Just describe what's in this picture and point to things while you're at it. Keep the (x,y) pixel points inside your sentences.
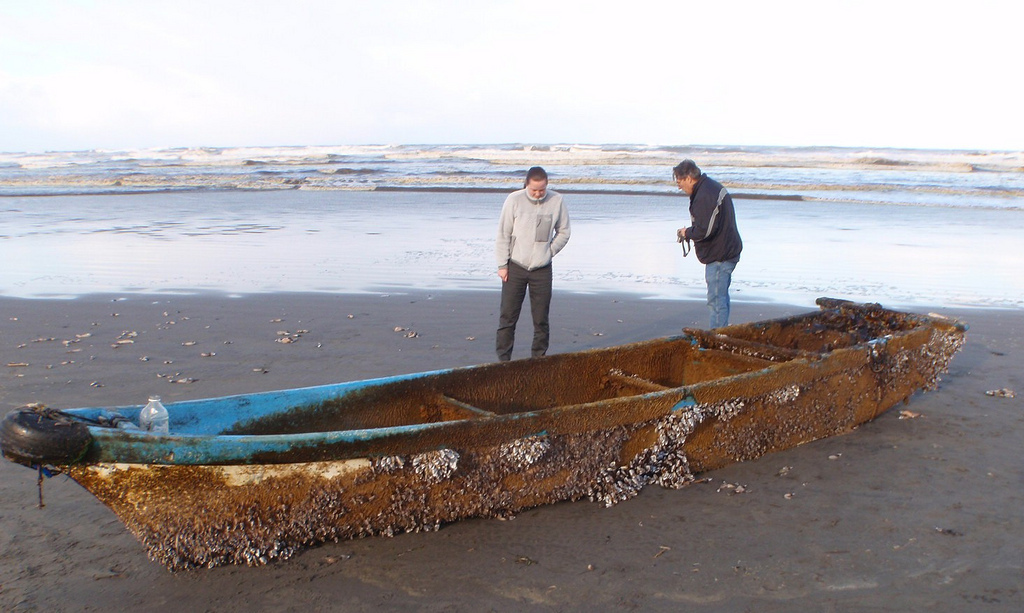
We can see two persons (531,233) standing and the surface of water (443,189) is in the middle of this image (388,246). We can a boat (355,434) at the bottom of this image (540,422) and the sky (467,92) in the background (452,68).
